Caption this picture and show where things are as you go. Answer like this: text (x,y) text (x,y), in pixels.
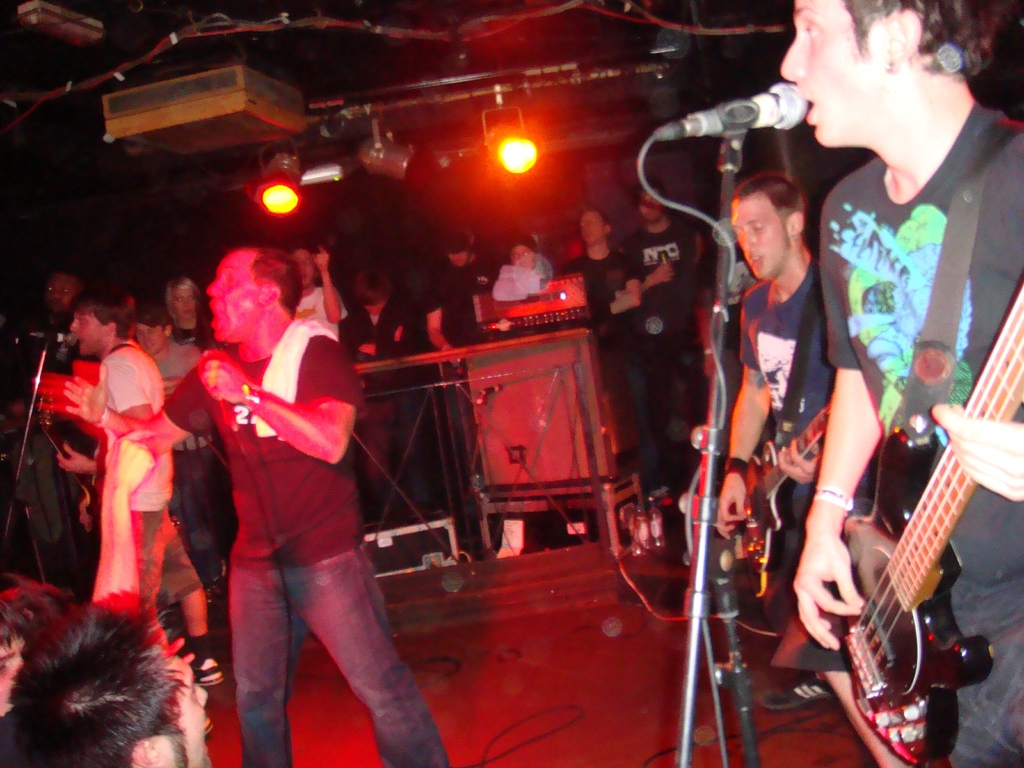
In this image there are 2 persons (892,115) standing and playing a guitar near the microphone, another 2 persons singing a song and in the back ground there are group of persons (602,346) standing near the table (604,447), focus light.
